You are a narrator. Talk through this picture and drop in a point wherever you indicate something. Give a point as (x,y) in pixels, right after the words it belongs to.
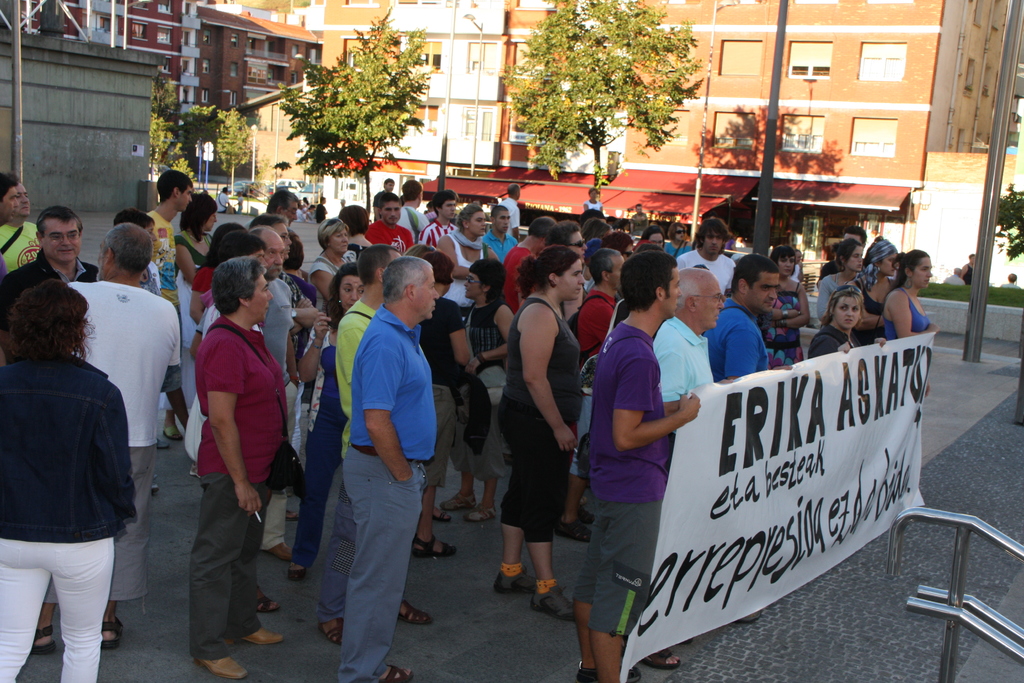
In this image I can see group of people (378,220) standing. In front (724,469) I can see few people (892,302) holding the banner (715,483). In the background (381,127) I can see few trees (597,138) in green color and I can also see few buildings (738,95).
